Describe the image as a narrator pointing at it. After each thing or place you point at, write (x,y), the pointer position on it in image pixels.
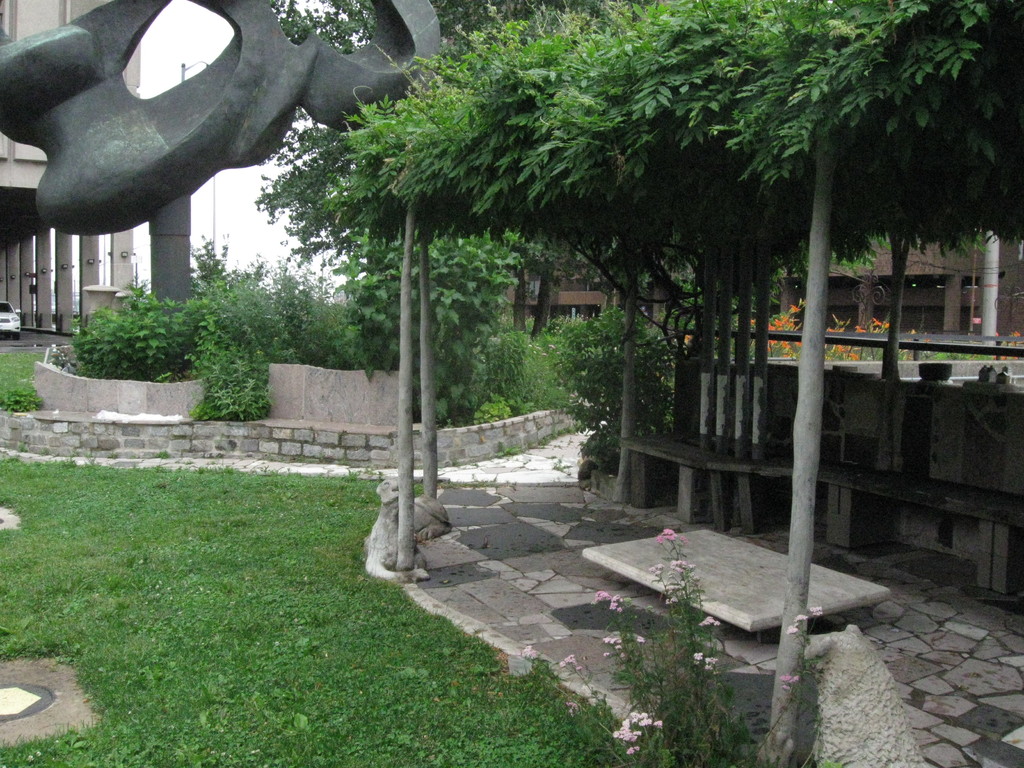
In the image we can grass (233,597), plants (262,381) and there are benches (776,471). This is a sculpture (128,173), cement in color. There are even buildings (39,23) and we can even see a vehicle (1,332).
